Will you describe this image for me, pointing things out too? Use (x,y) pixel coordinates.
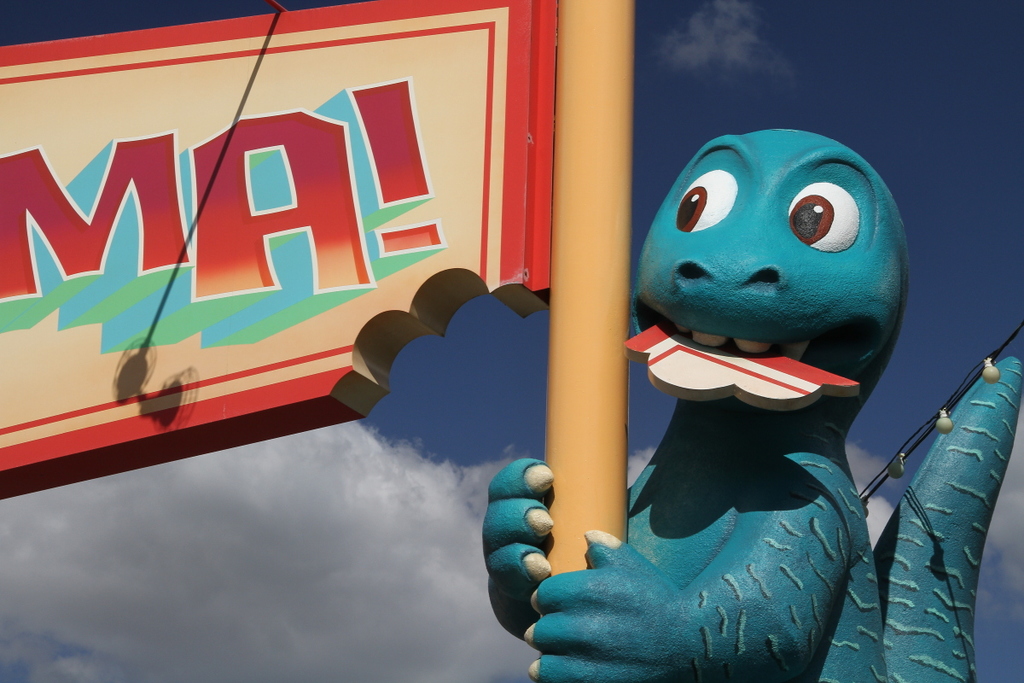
In this image we can see one blue dinosaur statue (689,636) with pole (571,447), some small lights (894,472) with wire (916,447), one red board (302,197) with text (135,168) attached to the pole (569,463), one small rod (272,5) on the top of the red board (286,14), one wooden object (702,357) on the dinosaur statues mouth (648,320) and there is the sky (897,196) in the background (859,106).
